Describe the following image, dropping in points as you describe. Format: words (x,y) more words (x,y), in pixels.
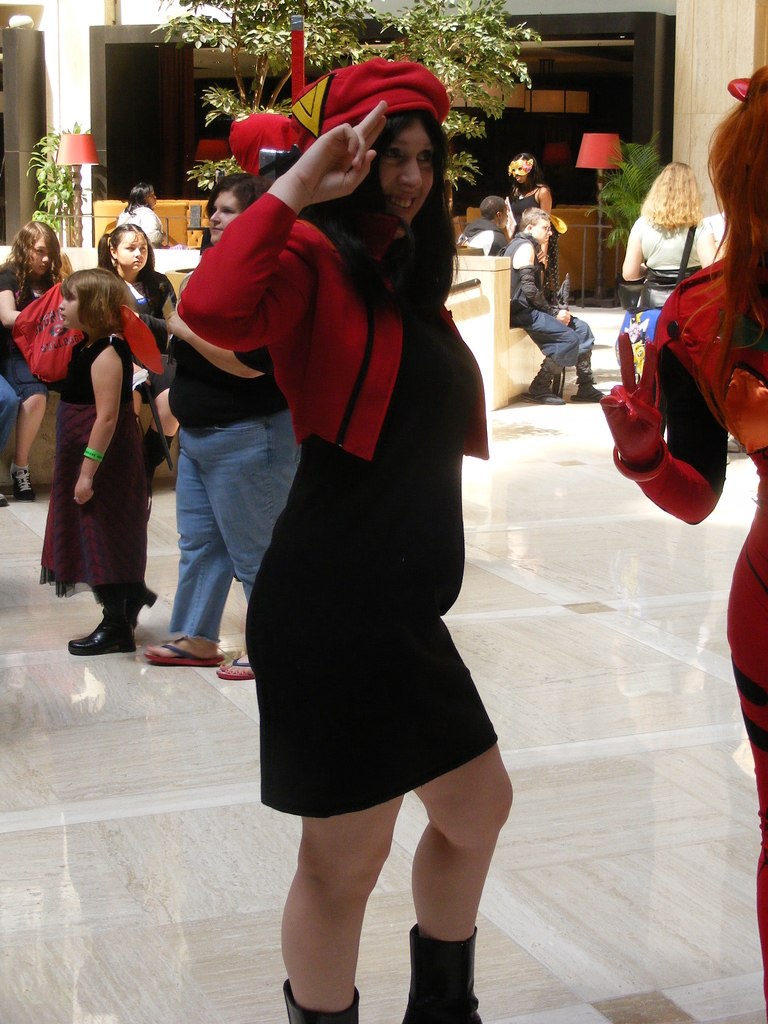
In this picture we can observe a woman (334,370) wearing black and red color dress (328,503). She is wearing red color cap (383,90) on her head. In the background (86,364) we can observe some people (177,328) standing and sitting. We can observe some plants (420,61) and two lamps (600,150) in the background (600,140).
